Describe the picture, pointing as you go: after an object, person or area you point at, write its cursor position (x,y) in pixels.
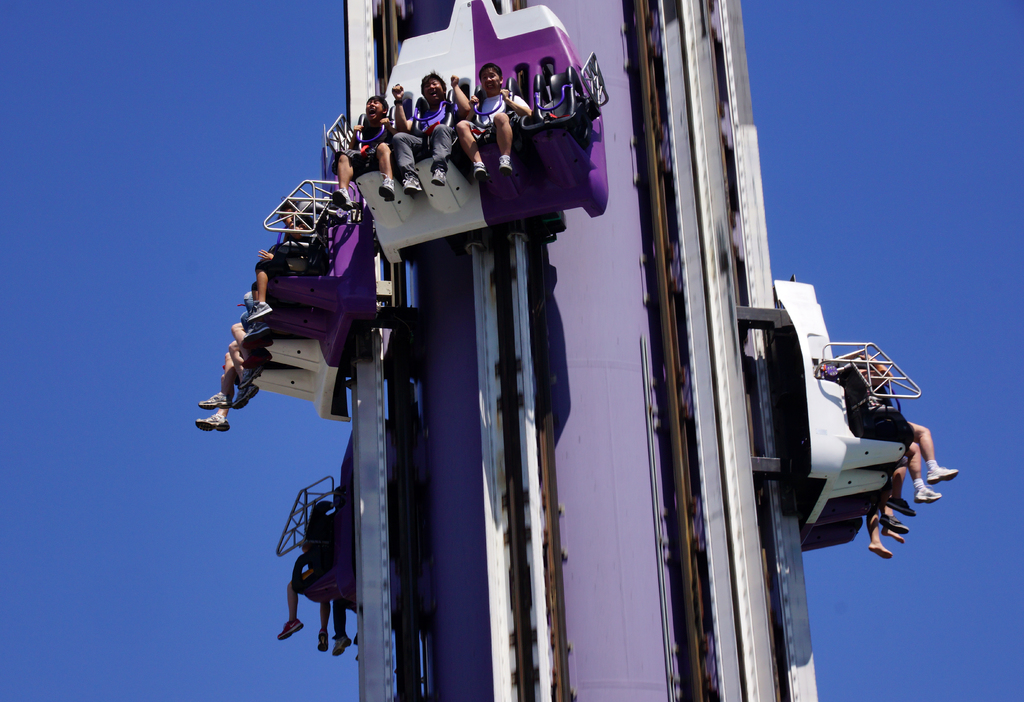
In this image I can see group of people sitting on the ride (575,270). In the background (829,145) I can see the sky (829,145) in blue color.
